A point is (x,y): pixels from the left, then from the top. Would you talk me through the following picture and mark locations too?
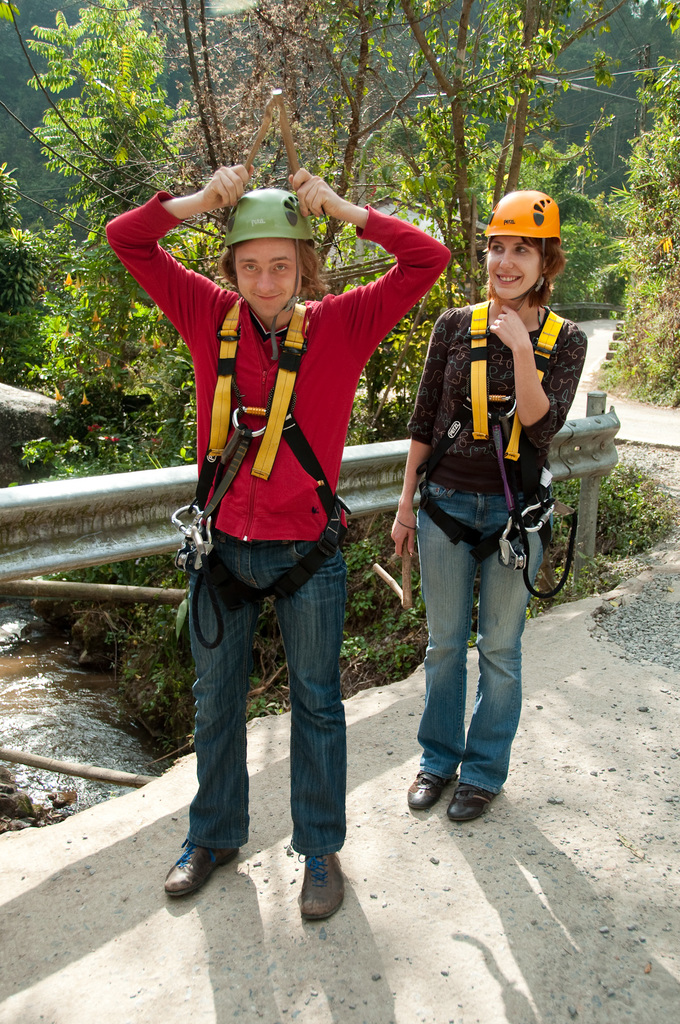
In this picture we can see two persons (277,333) wore helmets (504,202) and standing on the ground (164,804) and smiling and in the background (184,407) we can see water (134,767), trees (672,42).
